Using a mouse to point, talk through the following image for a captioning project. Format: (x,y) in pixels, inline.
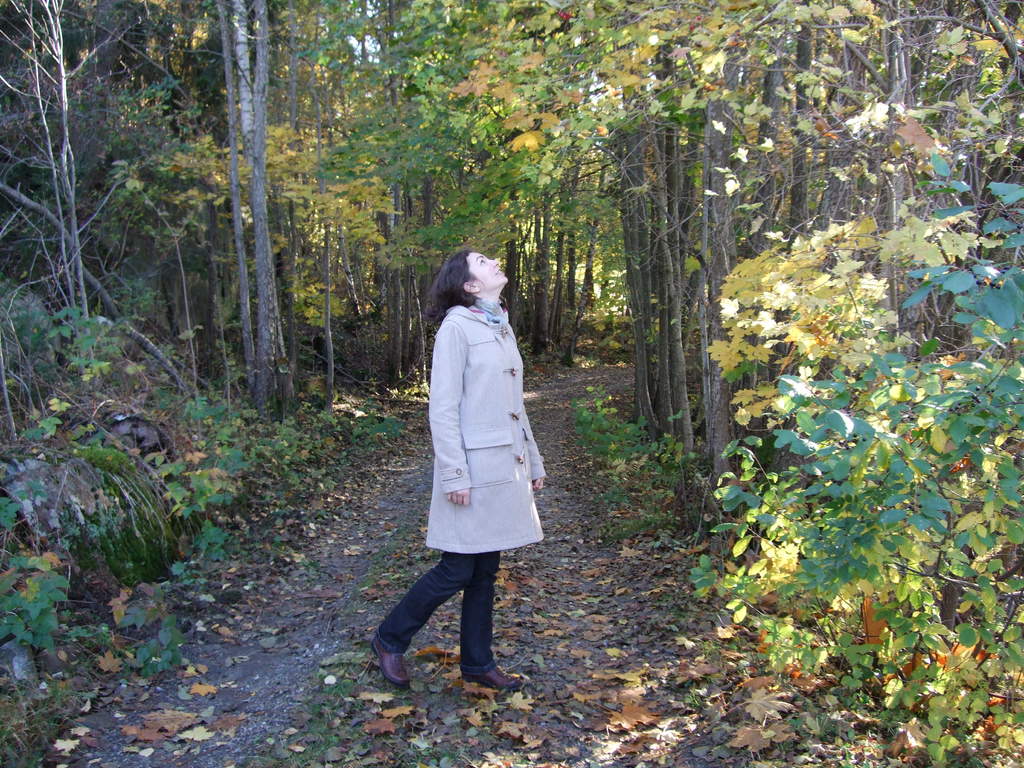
In the center of the image (463,375), we can see a lady (438,513) and in the background (526,279), there are trees (536,213) and at the bottom (527,651), there is ground (602,650) covered with leaves (555,628).
